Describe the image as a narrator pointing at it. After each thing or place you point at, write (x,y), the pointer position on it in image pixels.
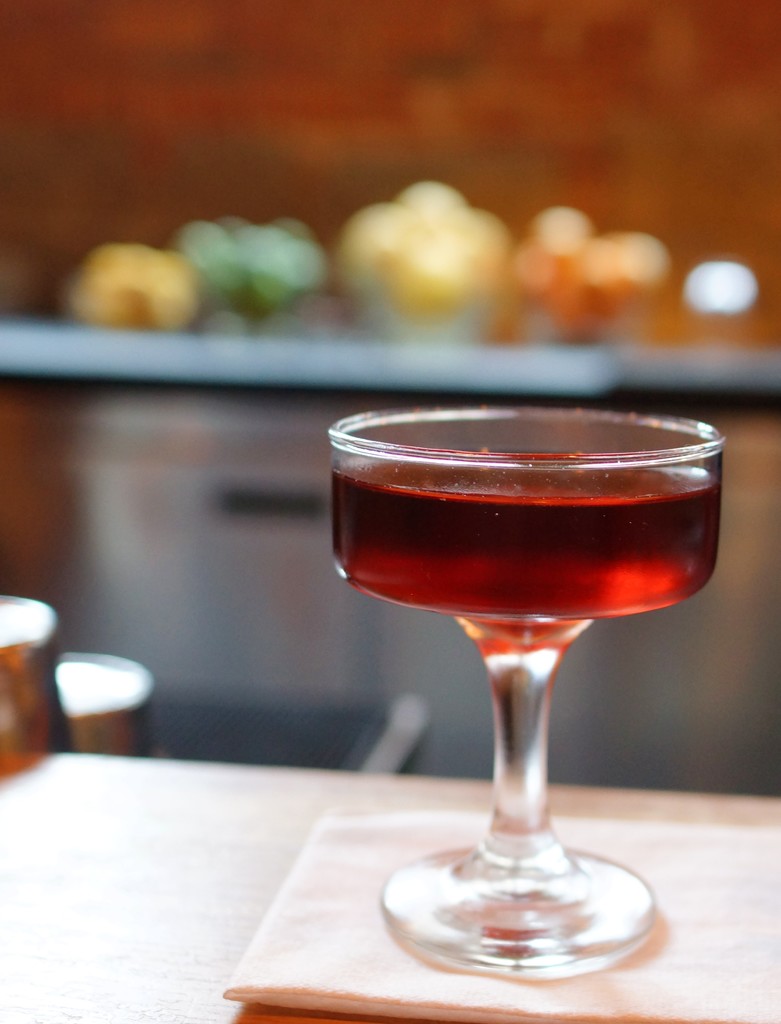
In this image we can see a glass (596,500) containing liquid (586,499) is placed on the surface (406,996). In the background (4,635), we can see some objects (147,320) placed on the table (520,364).
